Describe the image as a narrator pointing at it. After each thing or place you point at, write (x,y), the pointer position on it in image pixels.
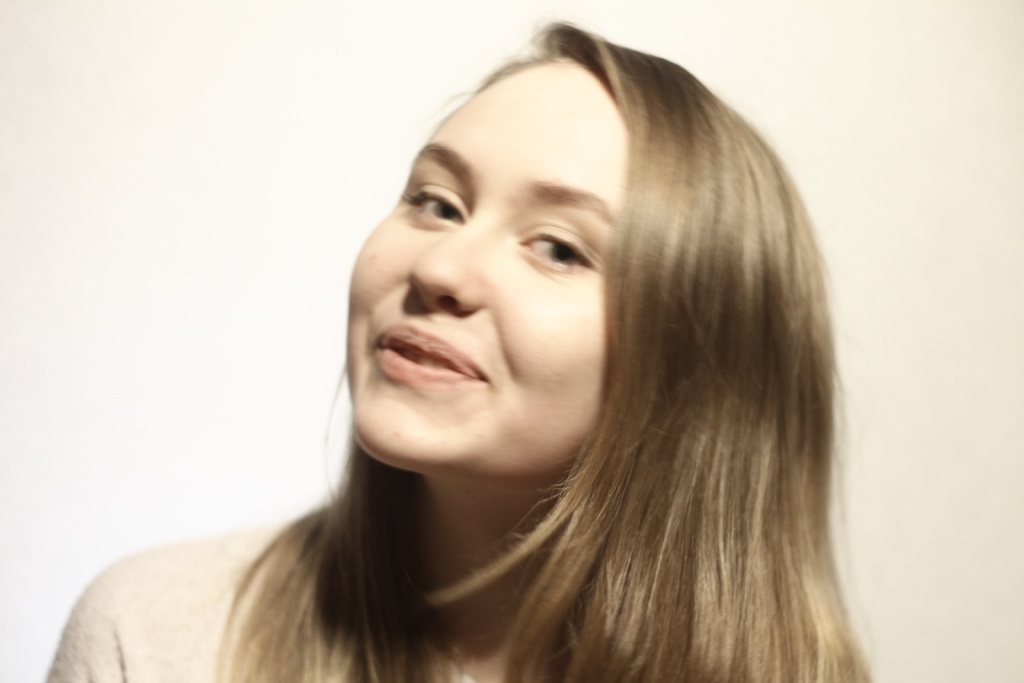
In this image we can see a woman (459,469) is smiling. In the background (402,181) we can see the wall (322,466).
